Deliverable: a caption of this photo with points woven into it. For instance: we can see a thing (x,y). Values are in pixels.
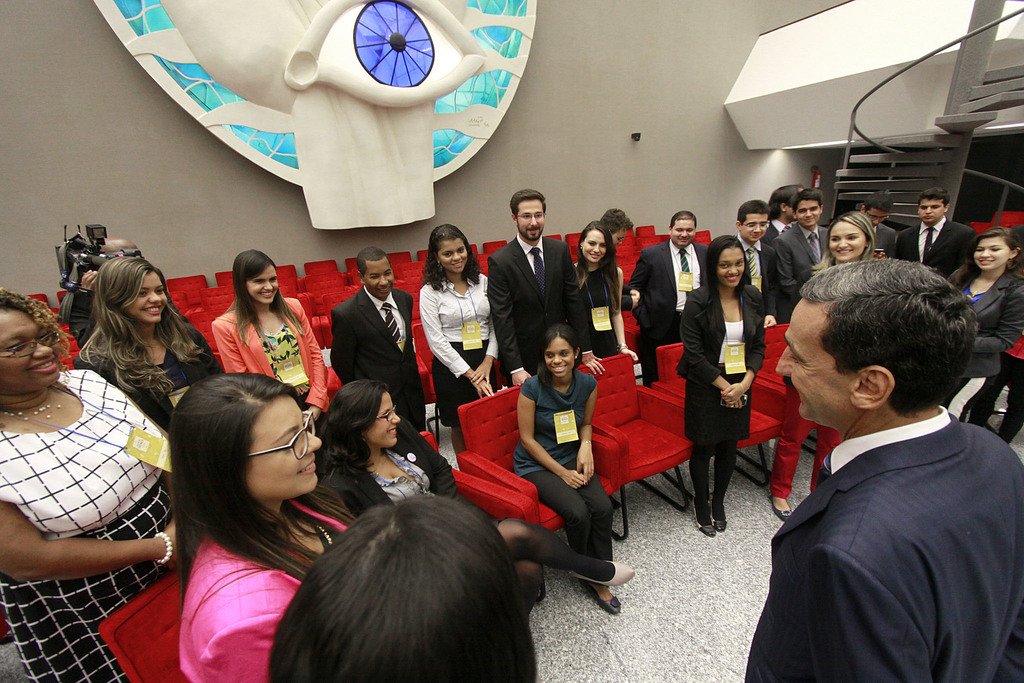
In front of the image there are a few people (29,549) standing on the floor (632,553) and there are a few people (576,458) sitting on the chairs (511,473). There is a person (91,312) holding the camera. In the background of the image (986,31) there are stairs (948,155), railing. There is some object (454,3) on the wall (632,112).
